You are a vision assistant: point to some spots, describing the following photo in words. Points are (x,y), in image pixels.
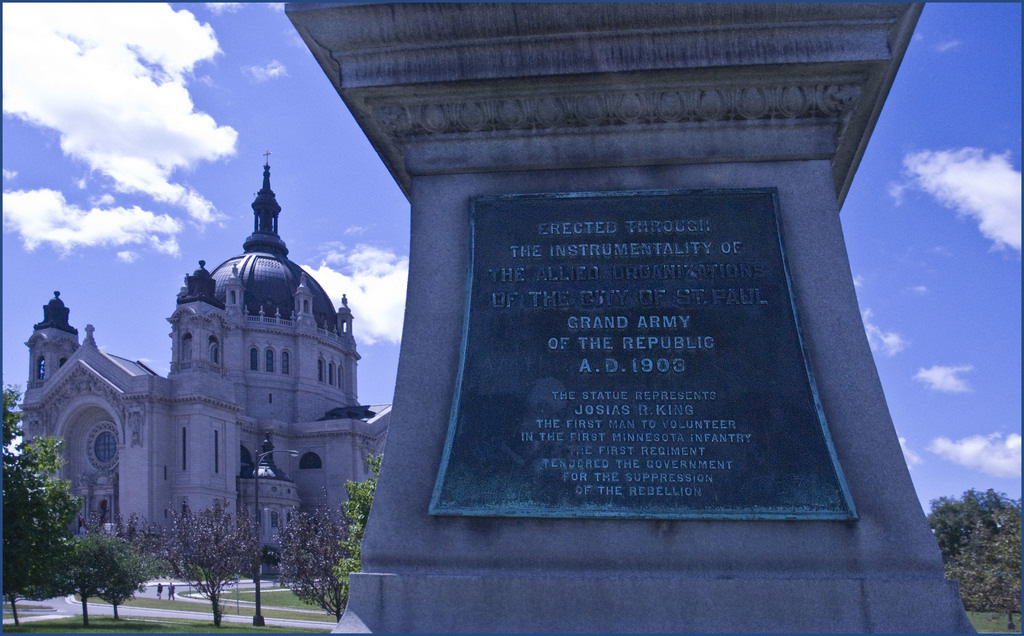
In this image I can see the monument (530,497). To the side of the monument (372,570) I can see many trees (188,540). In the background (294,434) I can see the building (261,368), clouds (197,152) and the sky (233,172).
